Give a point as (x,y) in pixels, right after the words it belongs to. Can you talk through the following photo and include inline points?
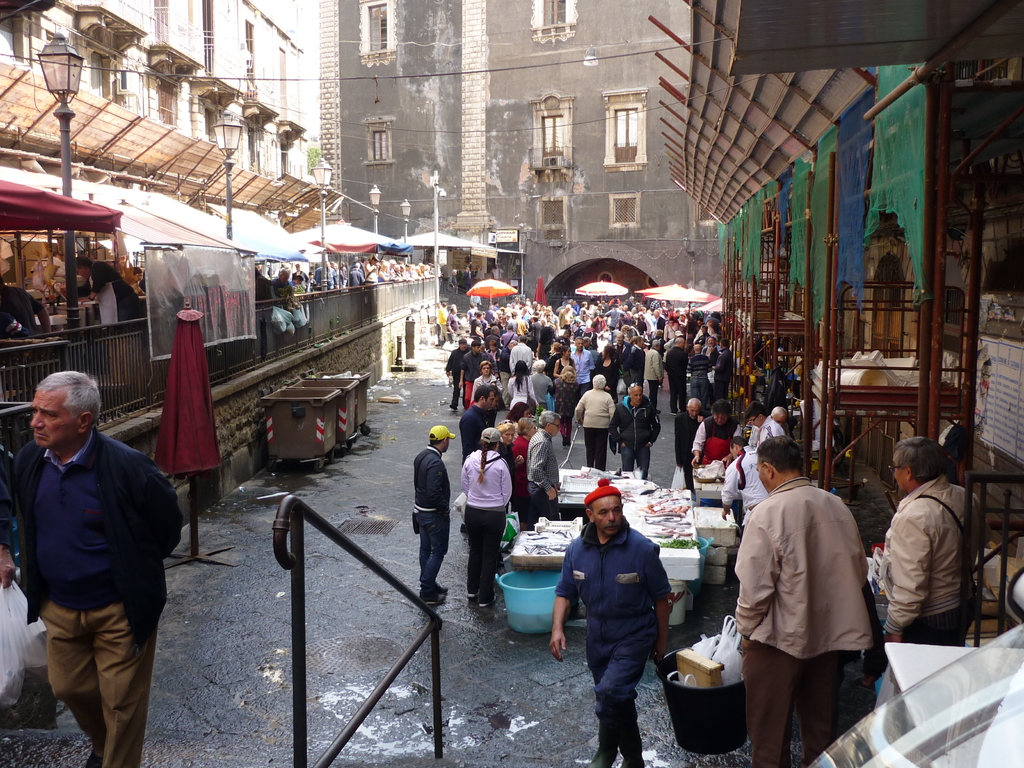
In this picture I can observe some people (434,458) walking on the road (201,596). On the left side (292,563) there is a railing (297,693). I can observe buildings (415,138) in the background (412,71). On the either sides of the road (343,490) I can observe some stalls (660,542).
